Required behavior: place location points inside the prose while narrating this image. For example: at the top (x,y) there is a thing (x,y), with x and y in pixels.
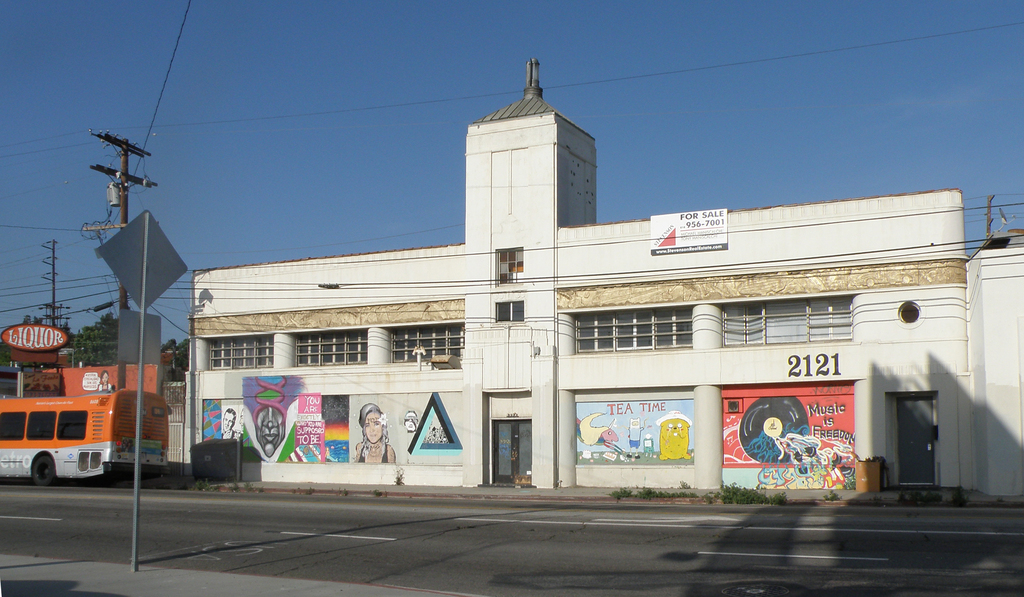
In the foreground of this image (430,538), there is the road (155,542) and a sign board (152,250) to a side. In the background (124,437), there is a vehicle (119,442), building (599,414), trees (92,337), cables (113,215) and the sky (301,65).
